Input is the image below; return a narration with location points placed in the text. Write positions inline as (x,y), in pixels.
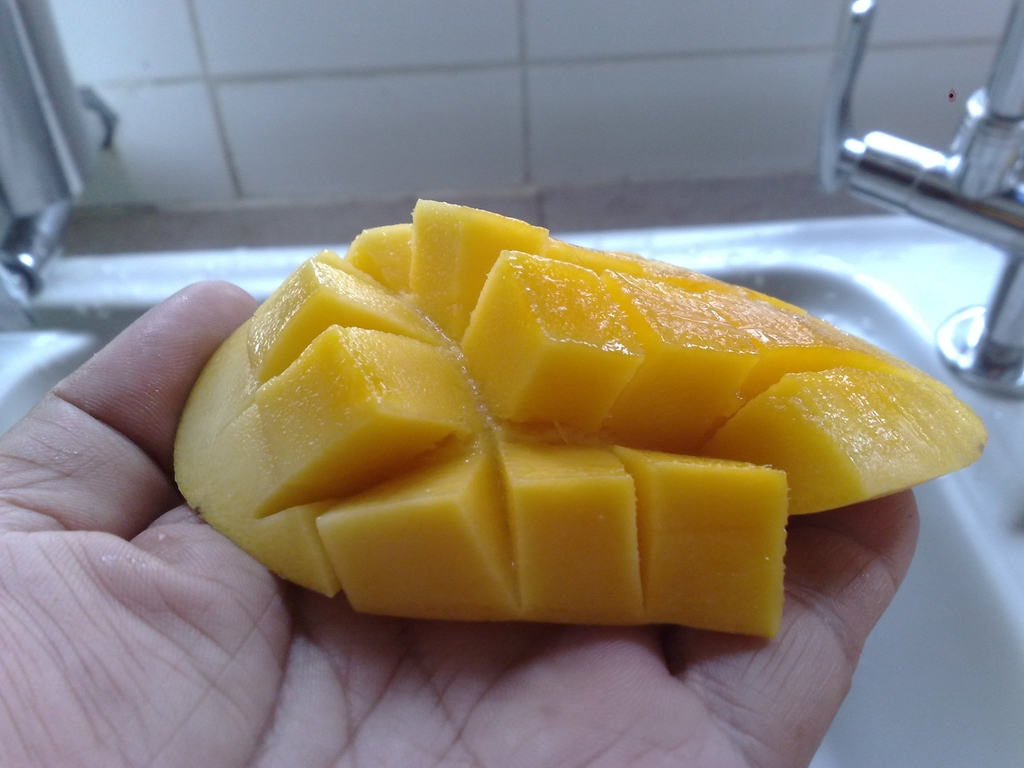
In this picture we can observe a piece of mango (637,498) which is in yellow color in the human hand (288,667). In the background (907,320) we can observe a white color sink (846,293), tap (974,325) and a wall (532,116).
